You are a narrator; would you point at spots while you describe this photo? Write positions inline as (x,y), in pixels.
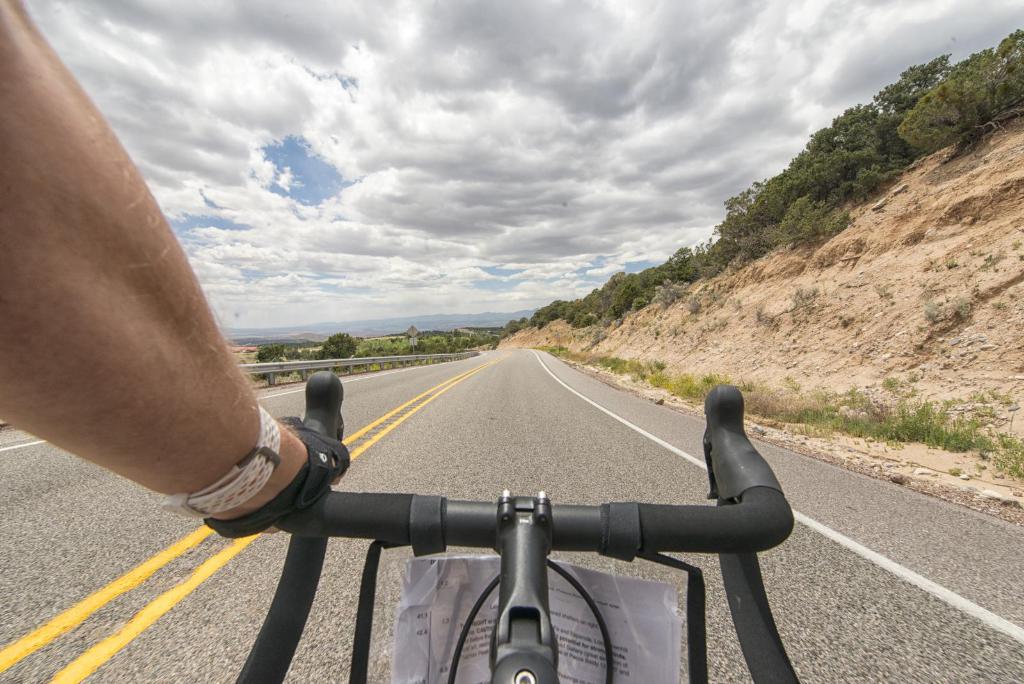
In this image we can see there is the person's hand (269,482) holding a bicycle (372,587) and there is the paper (608,623) attached to the bicycle (532,582). We can see the road (430,410) and beside the road (424,370) there are trees (750,206), railing (328,368), mountain (508,321) and the cloudy sky (532,135).
